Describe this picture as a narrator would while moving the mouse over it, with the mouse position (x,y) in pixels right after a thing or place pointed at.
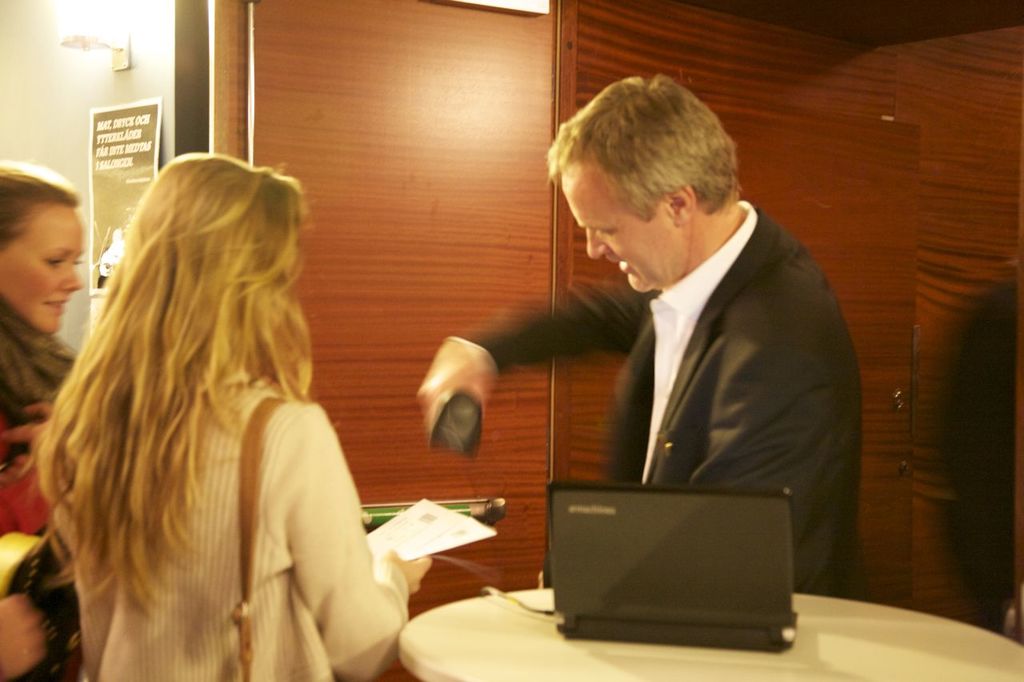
In this image there is a man (693,348) on the right side (723,356) who is scanning the barcode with the barcode reader (439,427). Beside him there is a table (813,643) on which there is a laptop (673,560). On the left side (55,382) there are two girls (72,443). In the background (405,74) there is a wooden wall (584,33). On the left side (97,127) there is a poster (108,167) sticked to the wall (129,89). At the top (87,50) there is the light (84,42).
